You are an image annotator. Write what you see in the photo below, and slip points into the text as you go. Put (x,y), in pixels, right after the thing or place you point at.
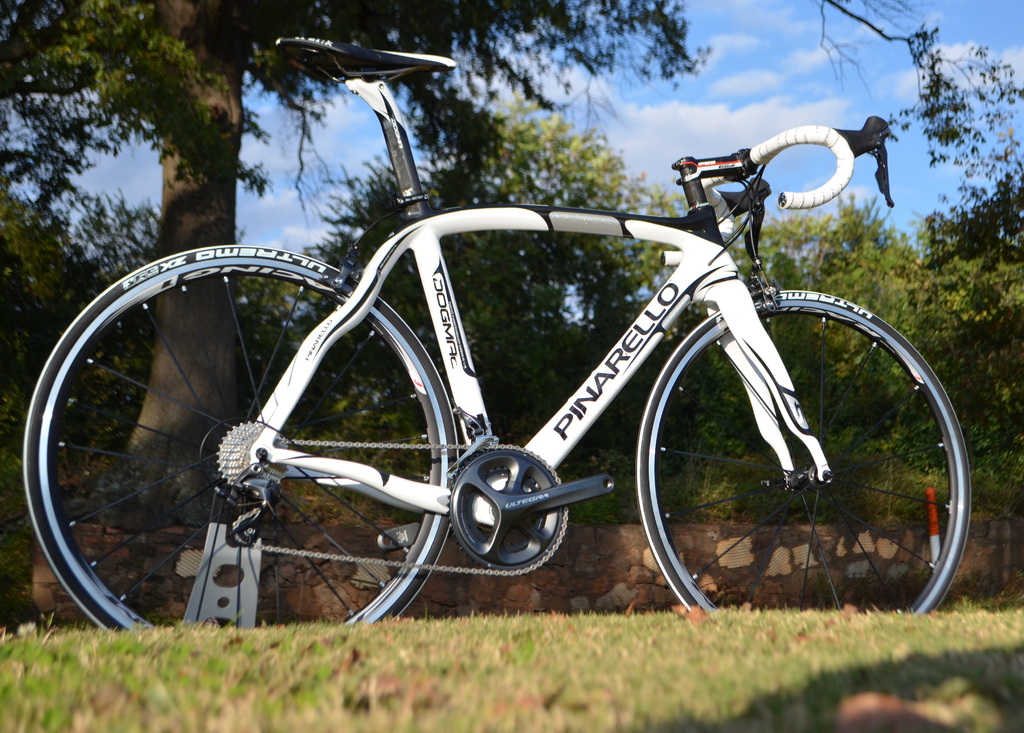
In this picture I can see white color bicycle (545,458). In the background (598,316) I can see trees (501,356), grass (562,658) and the sky (578,99).
